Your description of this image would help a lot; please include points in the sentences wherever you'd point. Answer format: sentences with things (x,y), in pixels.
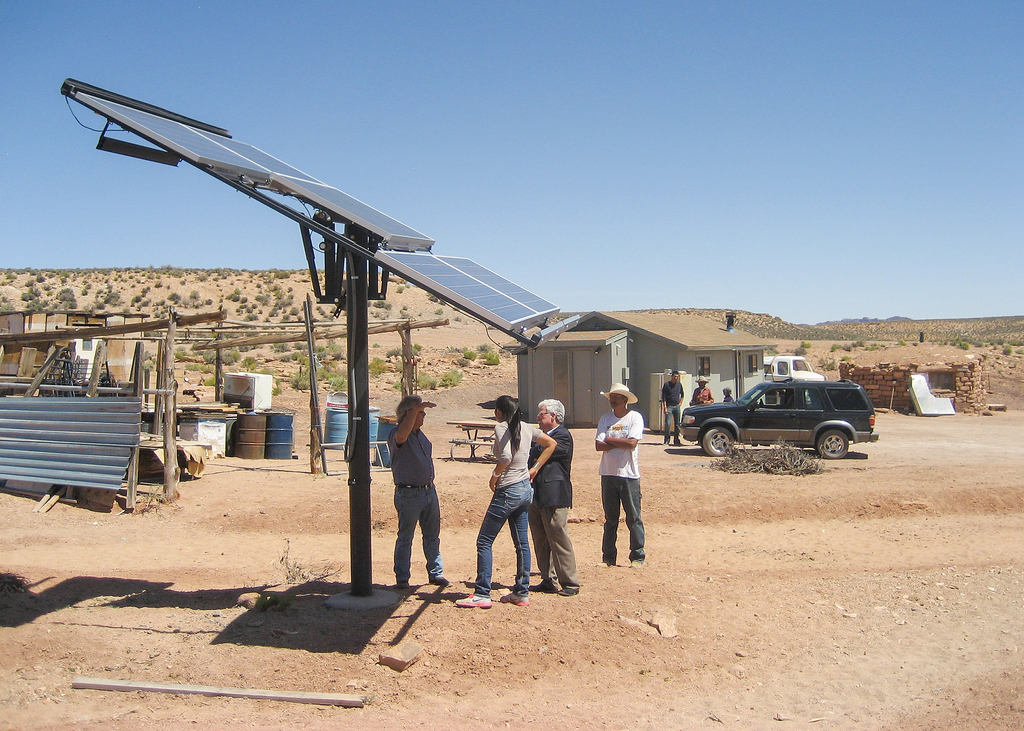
In the center of the image (500,461) we can see persons (402,478) standing under solar panels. In the background (640,333) there is a building (637,363), car (741,418), persons (723,399), truck (766,373), land (465,376) and sky (527,181).
